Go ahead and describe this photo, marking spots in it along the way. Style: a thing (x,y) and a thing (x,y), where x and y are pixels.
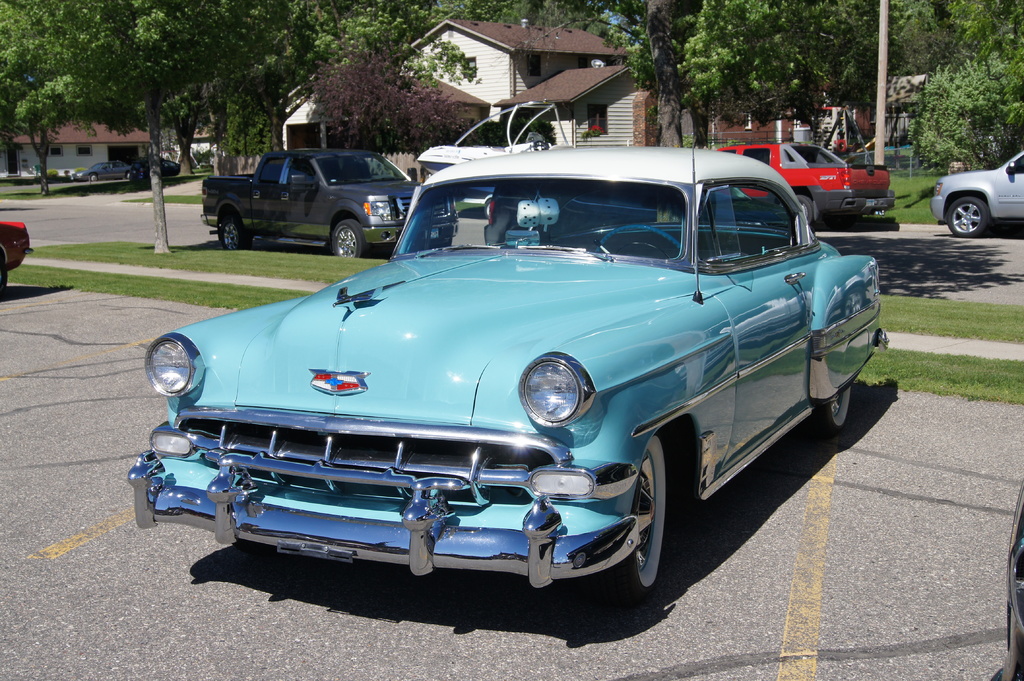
In the center of the image (479,412) we can see a car (400,281). In the background of the image (34,13) we can see the trees (718,48), buildings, roofs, vehicles (991,180), road (980,293), grass (1003,323) and pole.
